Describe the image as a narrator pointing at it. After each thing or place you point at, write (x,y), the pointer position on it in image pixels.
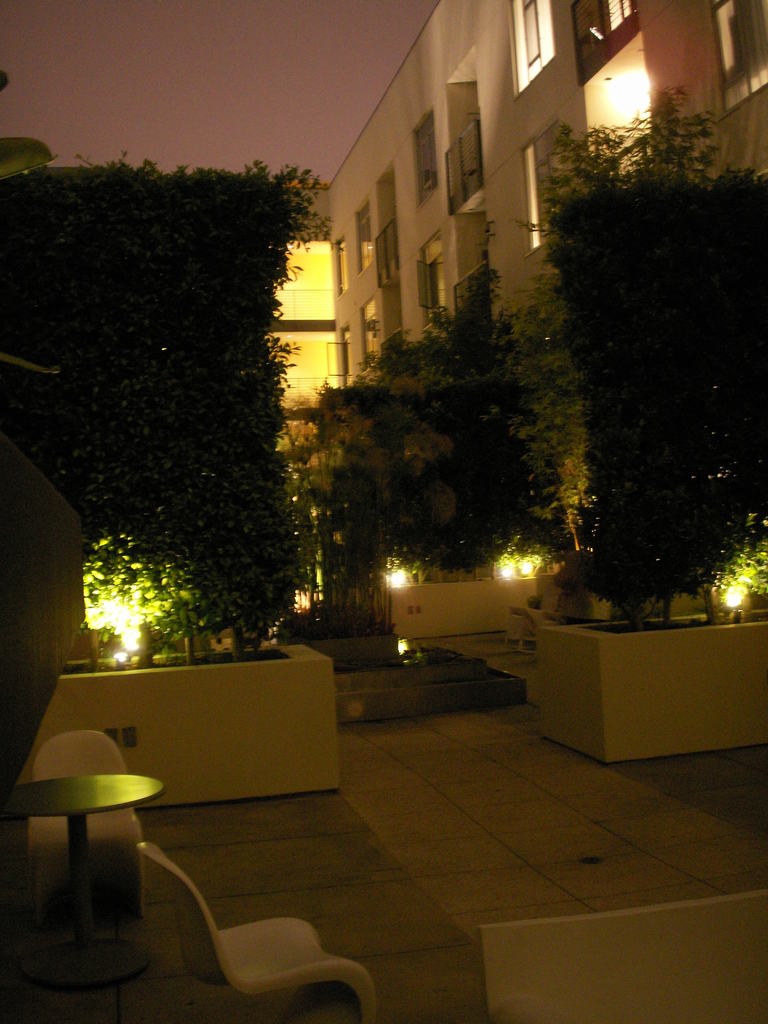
In the image on the left side (92,757), we can see one table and two chairs (99,736). In the background (237,481), we can see the sky (220,26), trees (537,313), buildings (468,271), lights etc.
